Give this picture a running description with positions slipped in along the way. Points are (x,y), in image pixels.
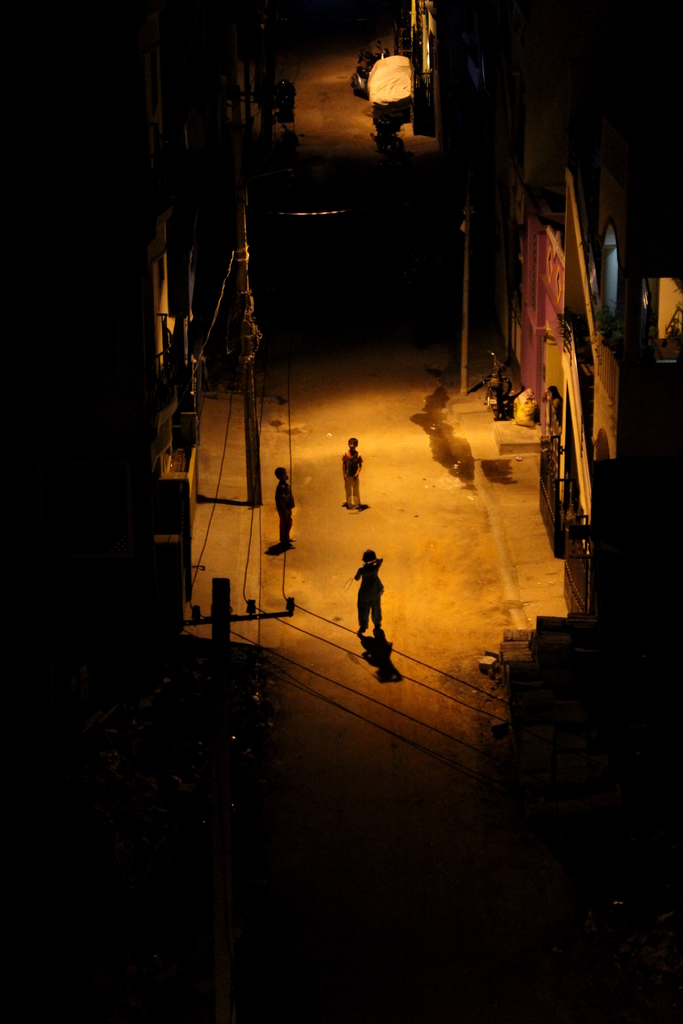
In this image we can see three kids (285,483) on a road (306,527). Beside the kids (280,493) we can see buildings (180,601) and electric poles (253,441) with wires (263,611). At the top (530,340) we can see few buildings (544,365) and vehicles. The background of the image is dark.
